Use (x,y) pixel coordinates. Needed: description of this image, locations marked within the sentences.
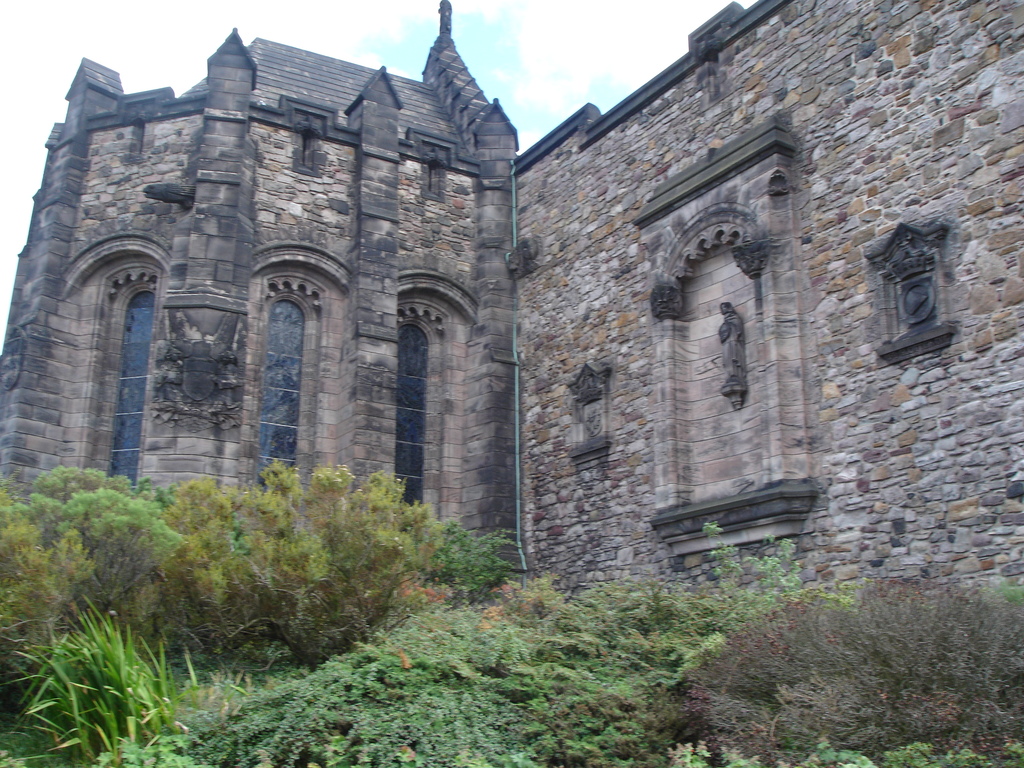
In this image there is a building (467,306) in middle of this image (499,357) and there are some trees (381,600) in bottom of this image (426,640) and there is a sky (550,21) at top of this image (593,19).
